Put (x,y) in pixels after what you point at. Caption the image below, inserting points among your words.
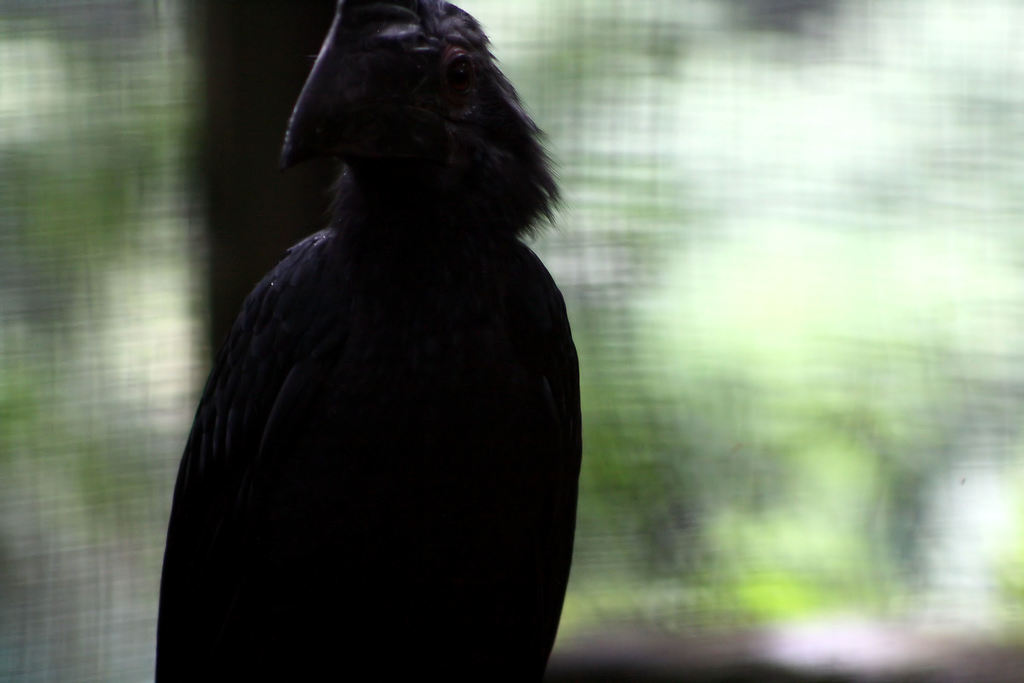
In the center of the image (559,426) we can see a bird (278,376). In the background (80,58), the image is blurred.
